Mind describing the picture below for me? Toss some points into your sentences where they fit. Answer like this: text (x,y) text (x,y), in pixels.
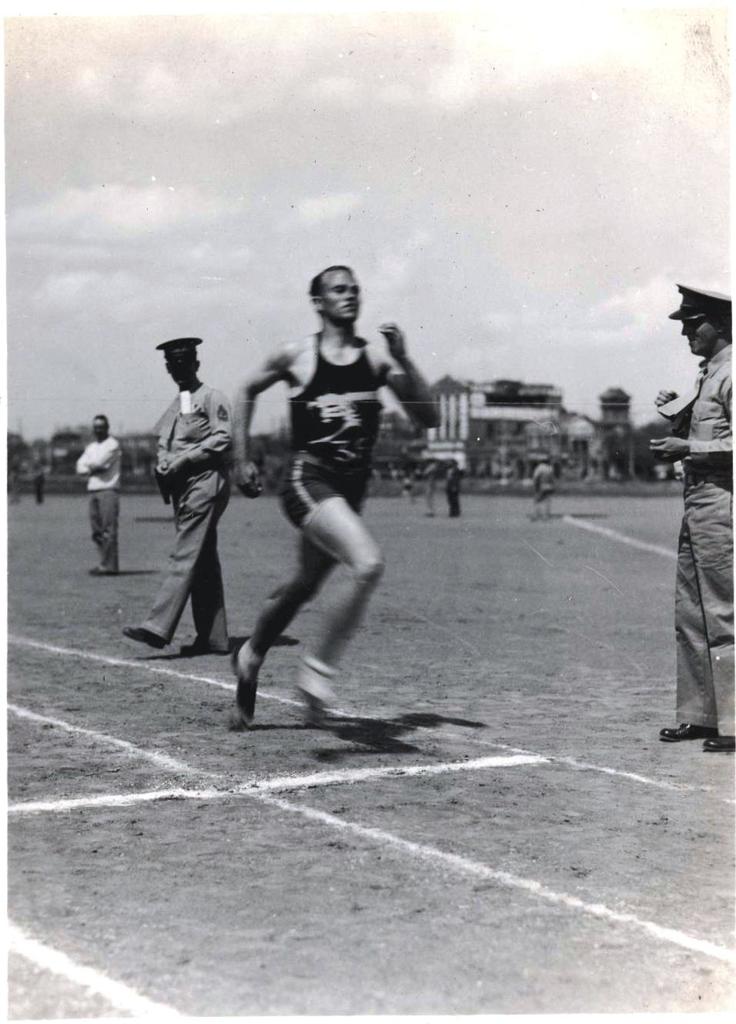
In this picture there is a man (323,442) who is running on the ground (569,794), besides him I can see the officers (722,497) who are wearing cap (177,341), shirt (211,450), trouser (198,587) and shoes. In the back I can see many people (39,476) who are standing on the ground (492,513). In the background (33,466) I can see the trees (38,464), plants (613,465), grass (478,486) and buildings (572,459). At the top (427,70) I can see the sky (327,50) and clouds (327,50). At the bottom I can see the white lines (492,759).
